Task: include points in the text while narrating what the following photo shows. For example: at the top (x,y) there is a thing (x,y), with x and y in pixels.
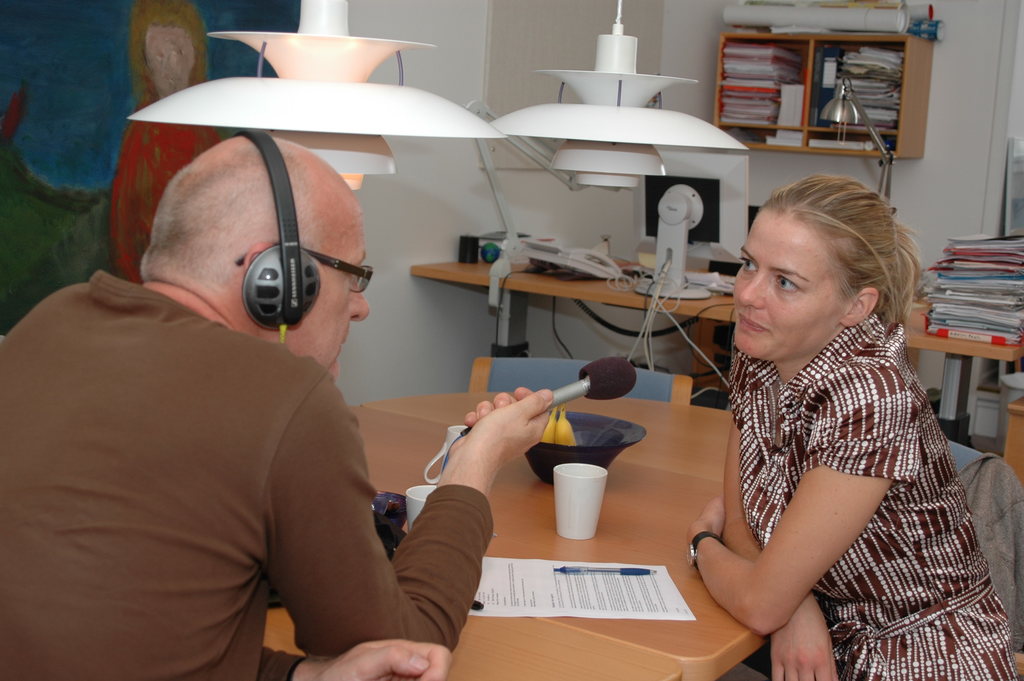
In this image I can see two people (156,583). I can see some objects (595,507) on the table (531,625). In the background (883,117), I can see some books (834,90) in the shelf (806,55).
